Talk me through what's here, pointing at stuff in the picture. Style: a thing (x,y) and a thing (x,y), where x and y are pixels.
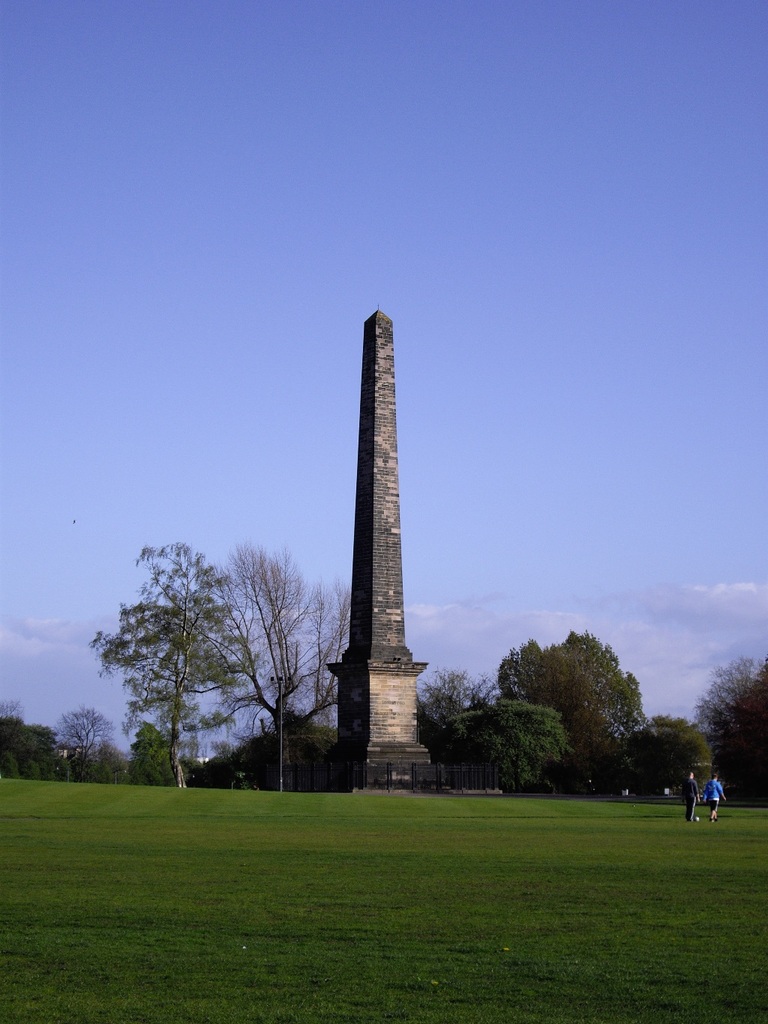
In this picture we can see a tower (345,681), grass (363,878), pole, fence (378,781), and trees (556,698). There are two persons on the ground (721,972). In the background (401,368) there is sky (673,566).
